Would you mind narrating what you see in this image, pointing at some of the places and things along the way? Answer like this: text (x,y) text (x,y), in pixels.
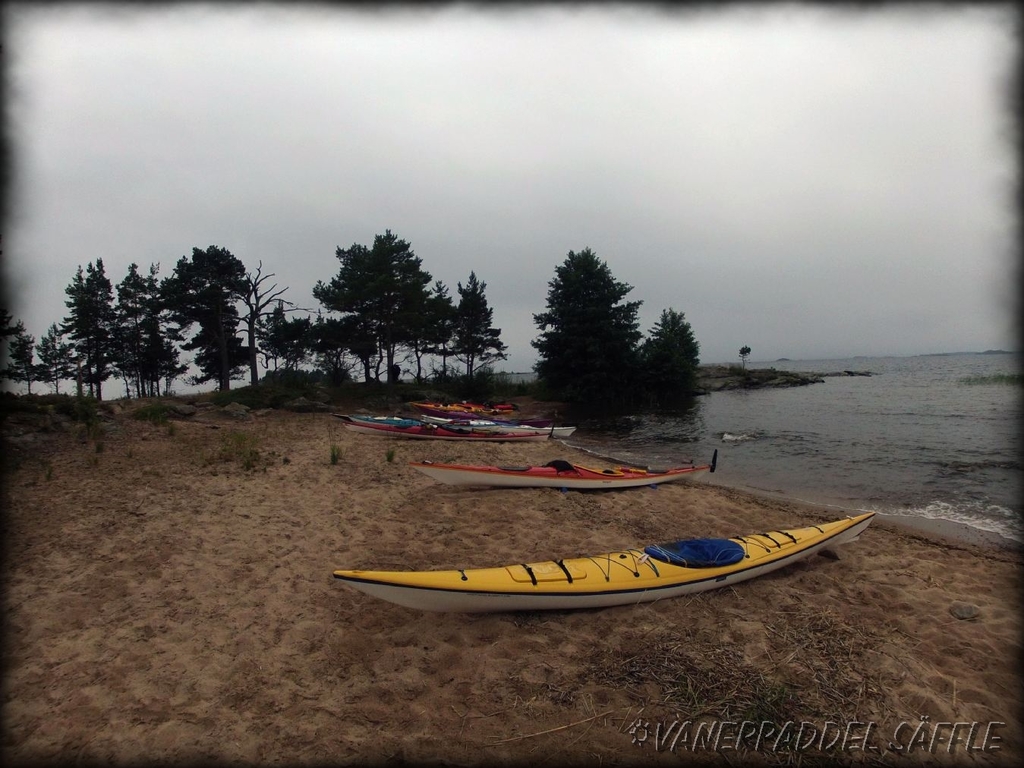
In the center of the image (466,472) we can see a boats (515,474) are present. In the background of the image (216,336) we can see a trees (686,343), water (831,398) are there. At the top of the image (798,169) sky (782,170) is present. At the bottom of the image (317,688) soil (313,660) is there.
